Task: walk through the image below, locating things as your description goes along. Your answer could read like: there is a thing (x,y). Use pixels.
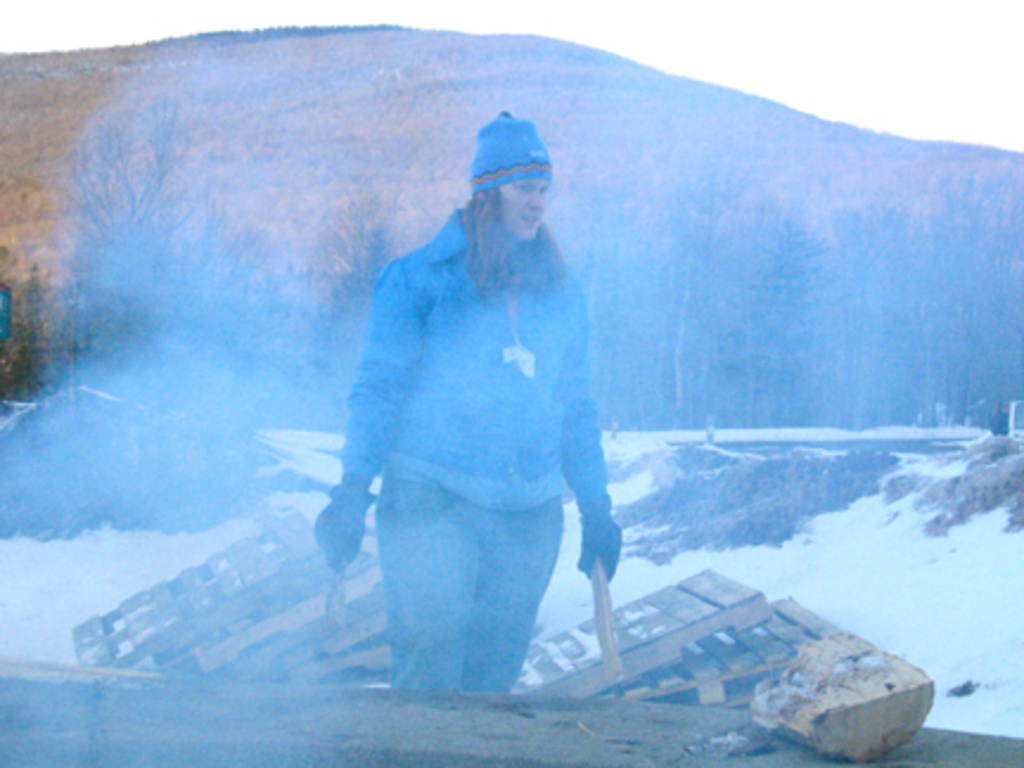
In the center of the image (542,396), we can see a lady (429,333) wearing a coat (444,276) and a cap (505,156) and gloves (345,503) and holding some objects (598,601). At the bottom (660,625), there is wood (679,623) and we can see snow (876,527). In the background (729,228), there are trees (801,254) and there is a hill (388,73).
